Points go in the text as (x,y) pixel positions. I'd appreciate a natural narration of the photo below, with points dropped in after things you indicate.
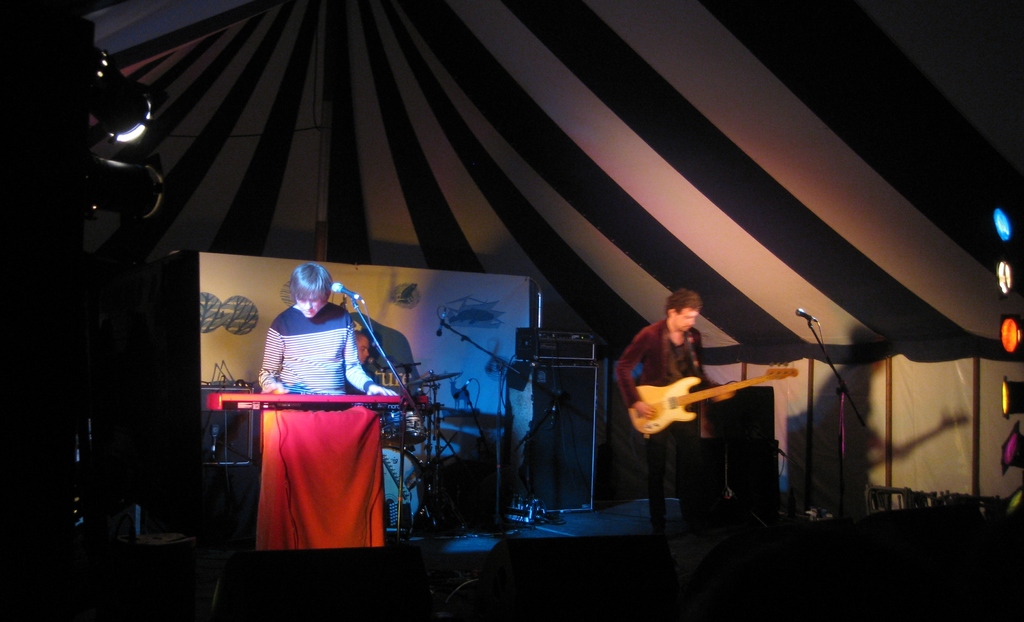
In this picture there is a man (324,338) who is standing and playing a piano (315,400). There is another man (649,369) standing and playing a guitar (675,408). There is light (136,127) at the background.
